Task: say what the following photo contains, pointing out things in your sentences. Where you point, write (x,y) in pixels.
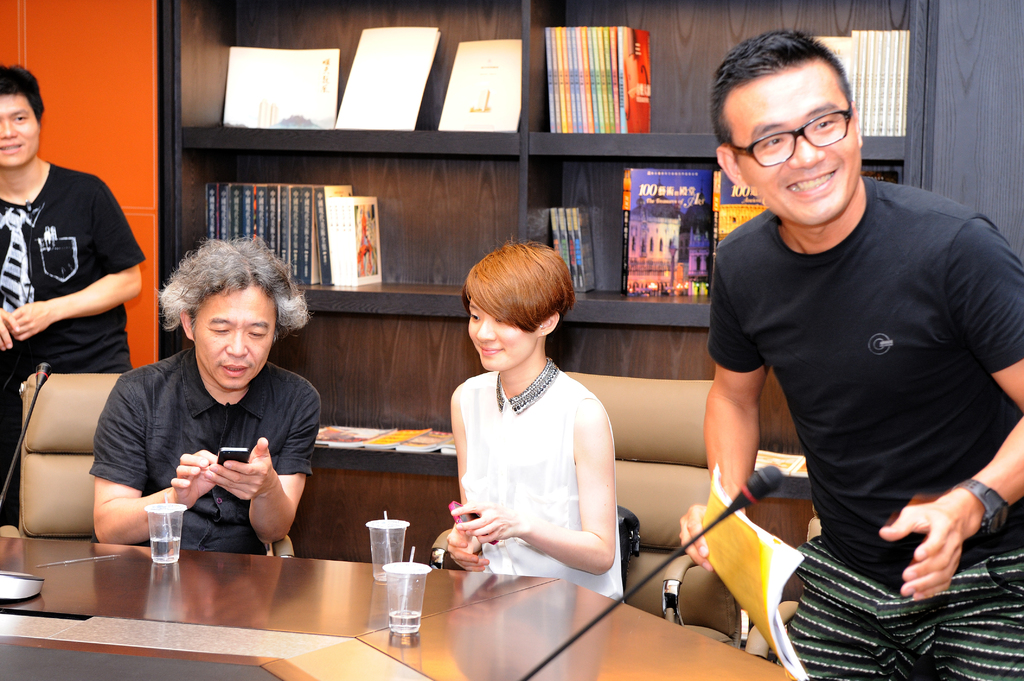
In this image and this room (453,348) 4 people (469,289) 2 people (234,374) are sitting on the chair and two people (56,322) are standing on the floor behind the people (483,325) the books (568,209) are there in one rack (613,205) the table (316,601) has plastic glasses (161,550).
